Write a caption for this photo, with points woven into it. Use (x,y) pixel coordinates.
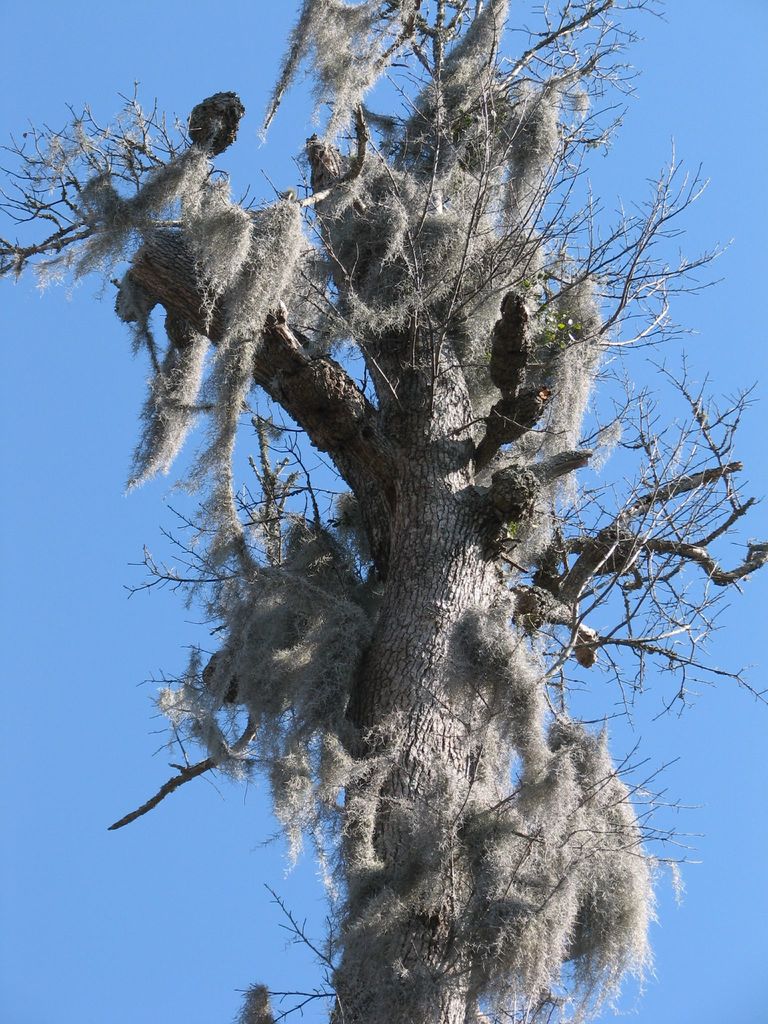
In the center of the image (391,538) a tree (391,538) is there. In the background of the image (202,555) sky (164,500) is there.
